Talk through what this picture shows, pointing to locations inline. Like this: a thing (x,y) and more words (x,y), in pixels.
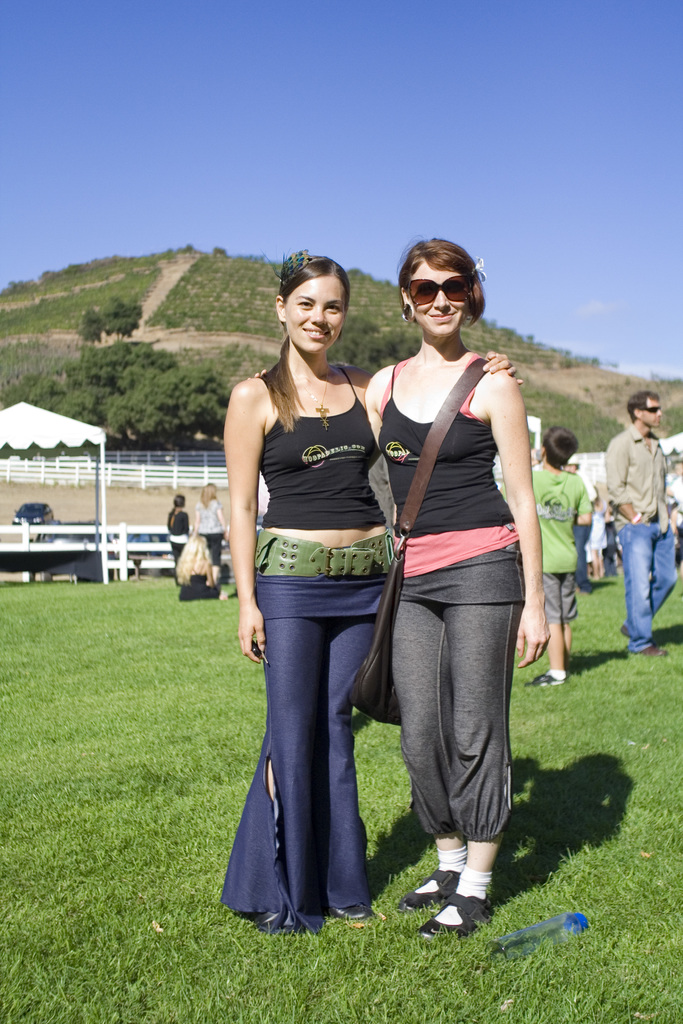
In this picture i can see there are two women (429,696) standing and there are few other people (194,581) in the backdrop (187,560) and there are trees (121,392), mountains (169,322) in the backdrop (226,293) and the sky (274,135) is clear.
